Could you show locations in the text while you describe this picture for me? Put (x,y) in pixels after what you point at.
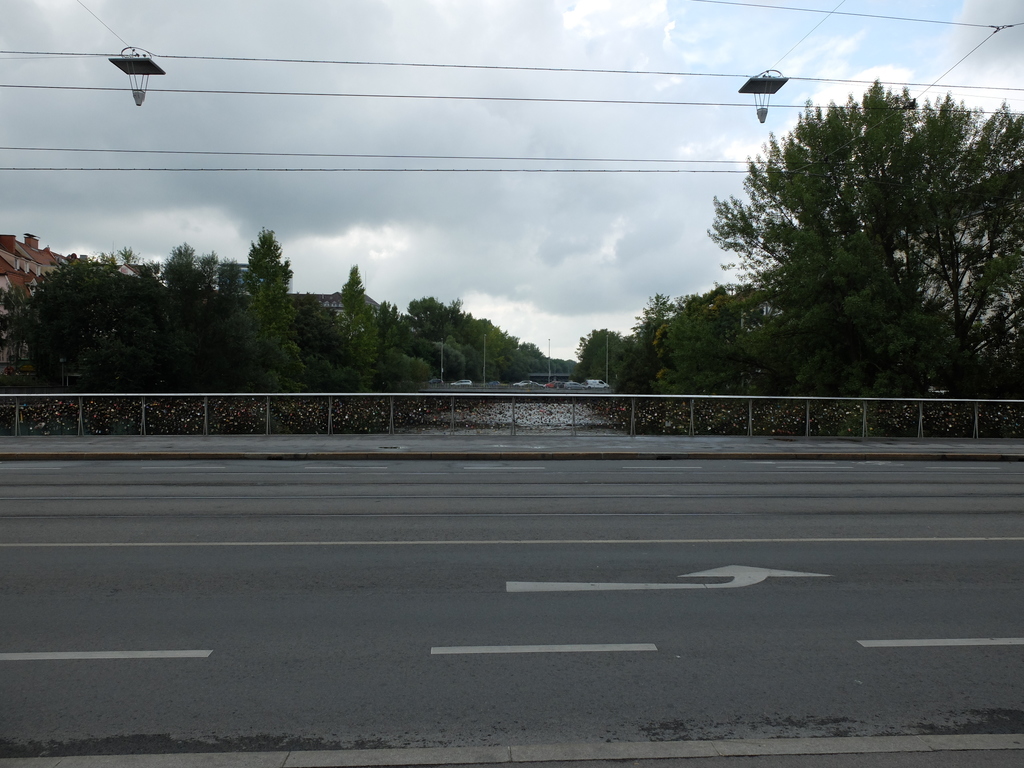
In this image, we can see the road (457,704), railings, trees (181,354), buildings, poles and vehicles (545,381). Background (628,254) we can see the cloudy sky (526,77). Here we can see wires (595,170) and few objects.
